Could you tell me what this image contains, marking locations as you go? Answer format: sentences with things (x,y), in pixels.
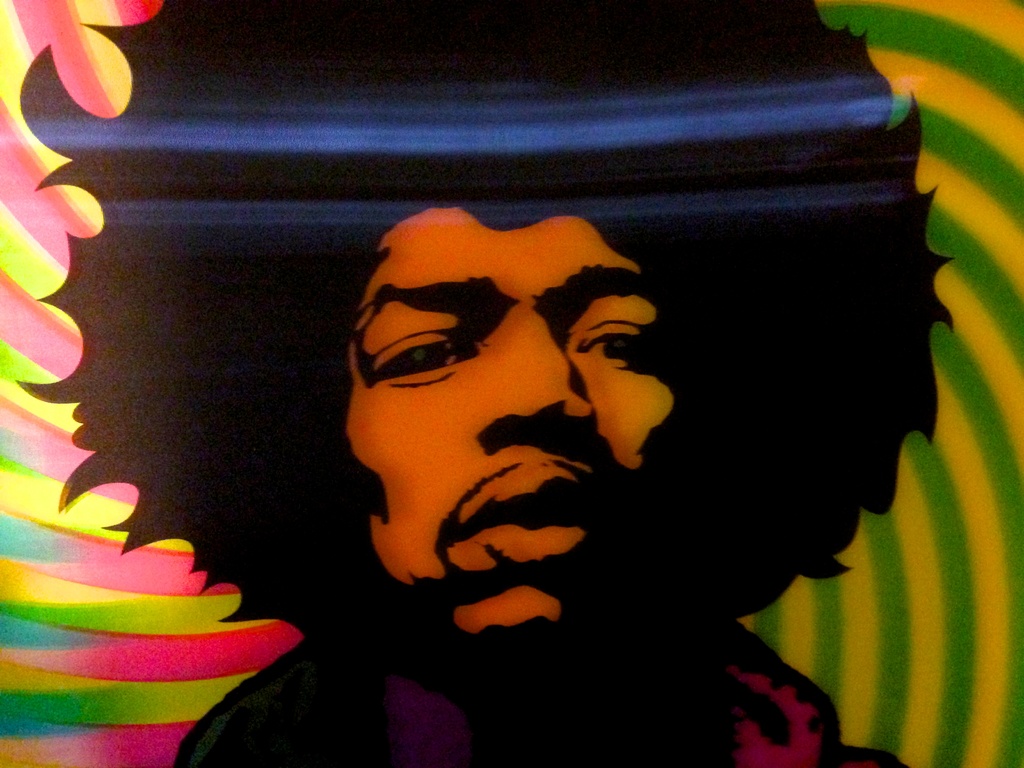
In this picture we can observe a man (460,391). This is a sketch of a man (698,386). In the background (128,645) there are different colors. We can observe green, yellow, pink and blue colors.
